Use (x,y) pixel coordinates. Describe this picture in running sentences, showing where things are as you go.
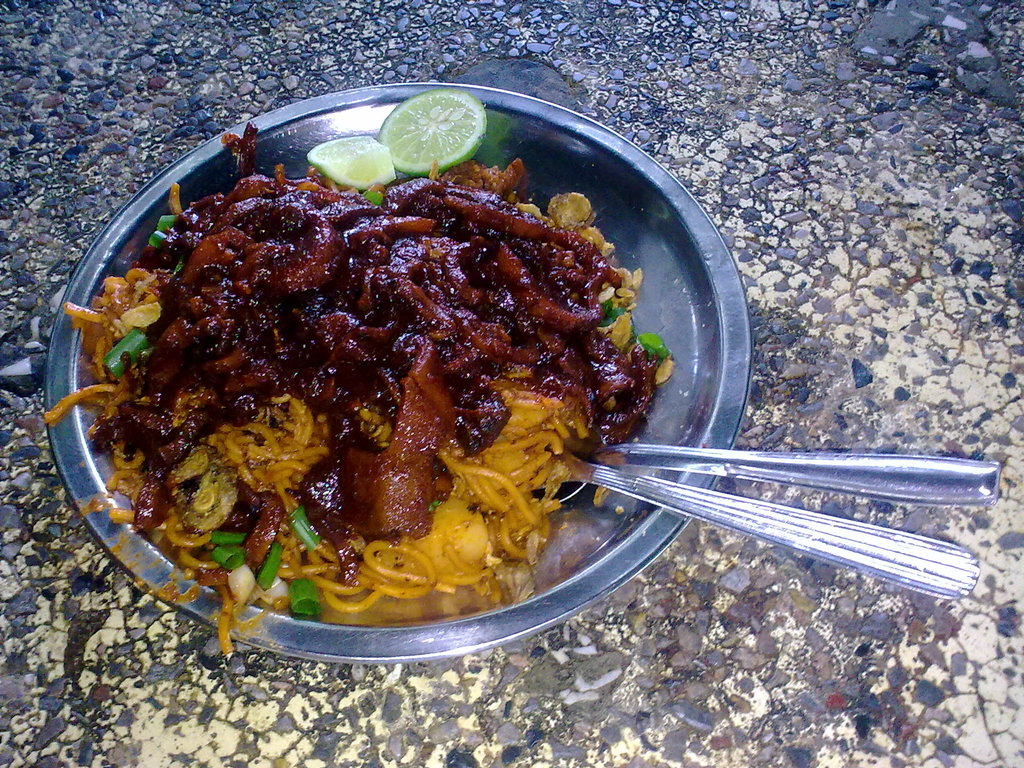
In this image we can see a plate (570,606) with some food (423,390), pieces of lemon (423,98) and spoons (706,456) on the surface (754,397).
